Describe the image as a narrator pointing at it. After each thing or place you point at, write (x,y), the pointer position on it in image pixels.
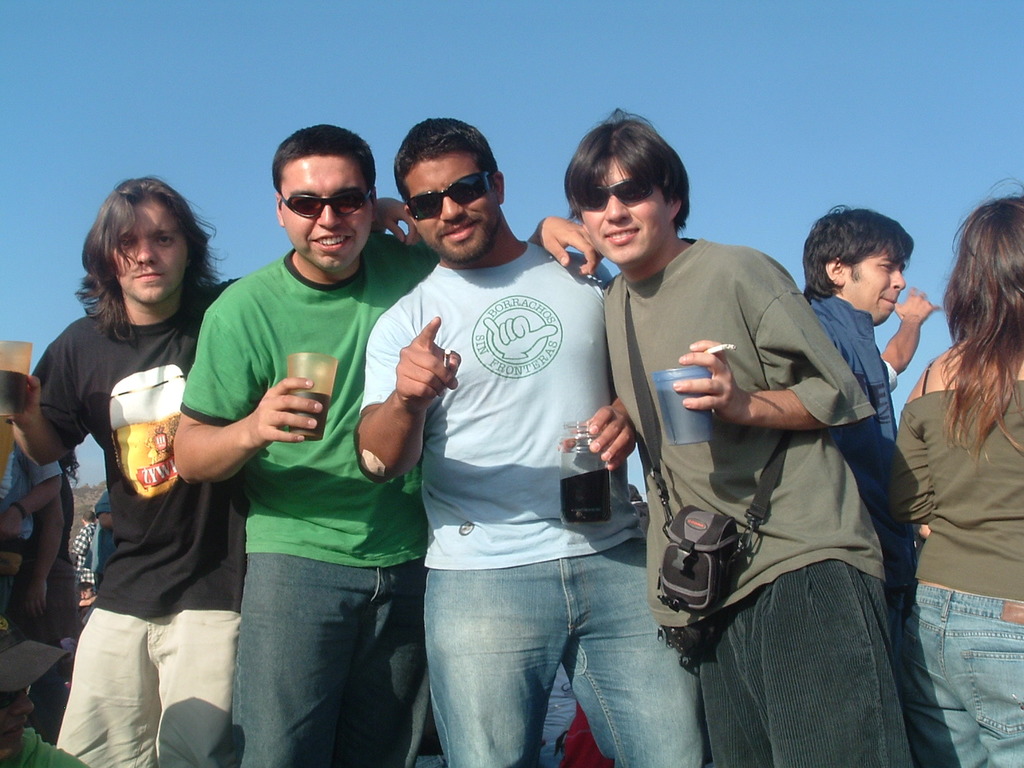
In this image I can see people (436,448) are standing among them some are holding glasses (587,462) in hands (606,447). These three people (476,246) are wearing black color shade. In the background (702,125) I can see the sky (673,123).
